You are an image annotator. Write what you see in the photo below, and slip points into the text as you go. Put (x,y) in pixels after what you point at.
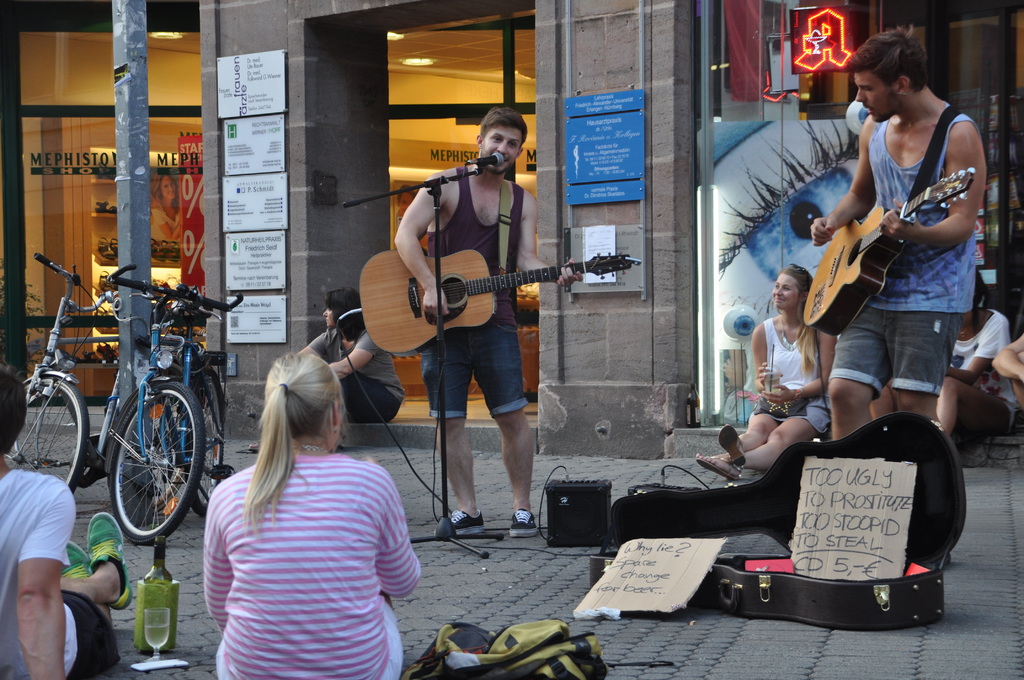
This picture shows a man (468,532) standing and holding a guitar (498,286) in his hand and singing with the help of a microphone (475,162) and we see other Man (928,411) standing and holding guitar (823,311) and playing it and we see few people (763,402) seated and watching them and we see couple of bicycles (197,411) and a building (583,89) back of them.
